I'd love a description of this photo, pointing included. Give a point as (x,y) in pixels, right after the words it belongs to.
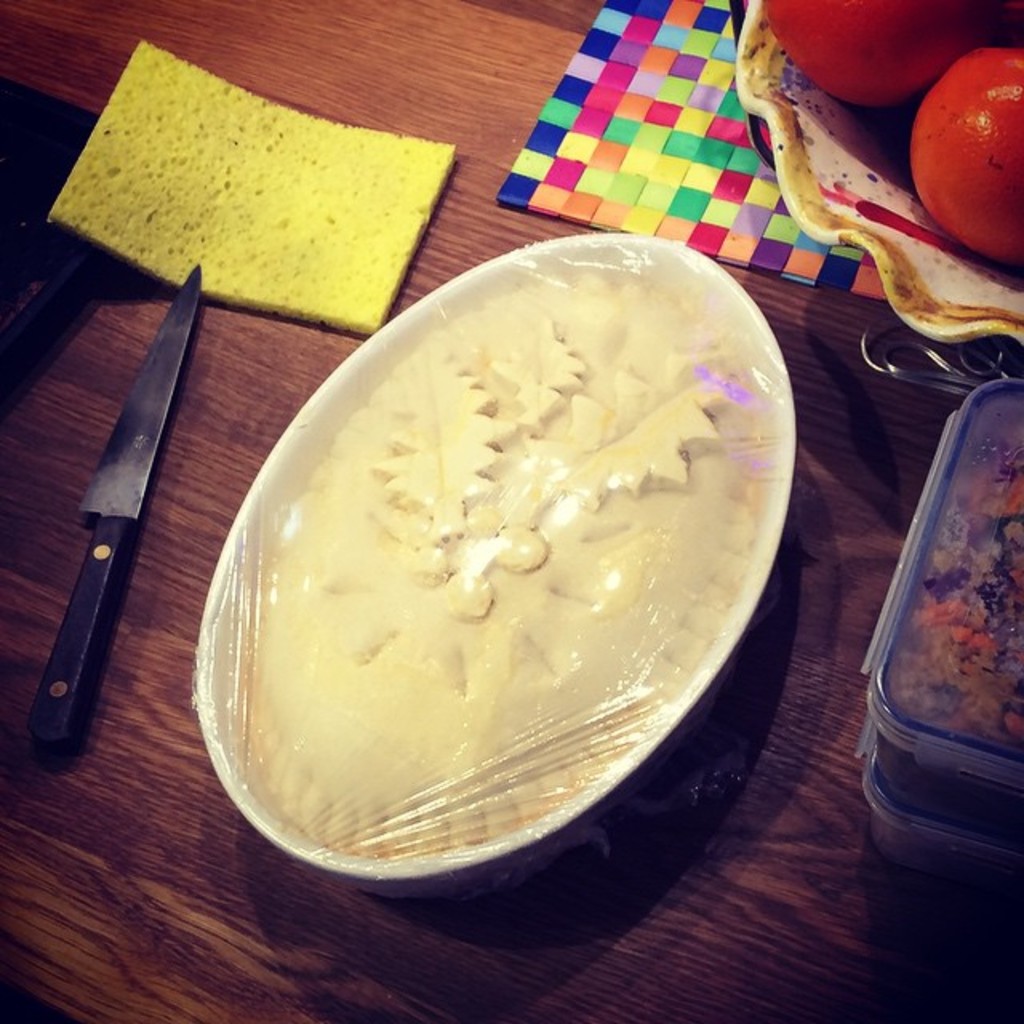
This image consists of kitchen tools (206,261), fruits (991,105) in a bowl (911,320) and food items (652,396) in a bowl (580,588) and in a box (903,721) may be kept on a table (843,697). This image might be taken in a room (559,653).
